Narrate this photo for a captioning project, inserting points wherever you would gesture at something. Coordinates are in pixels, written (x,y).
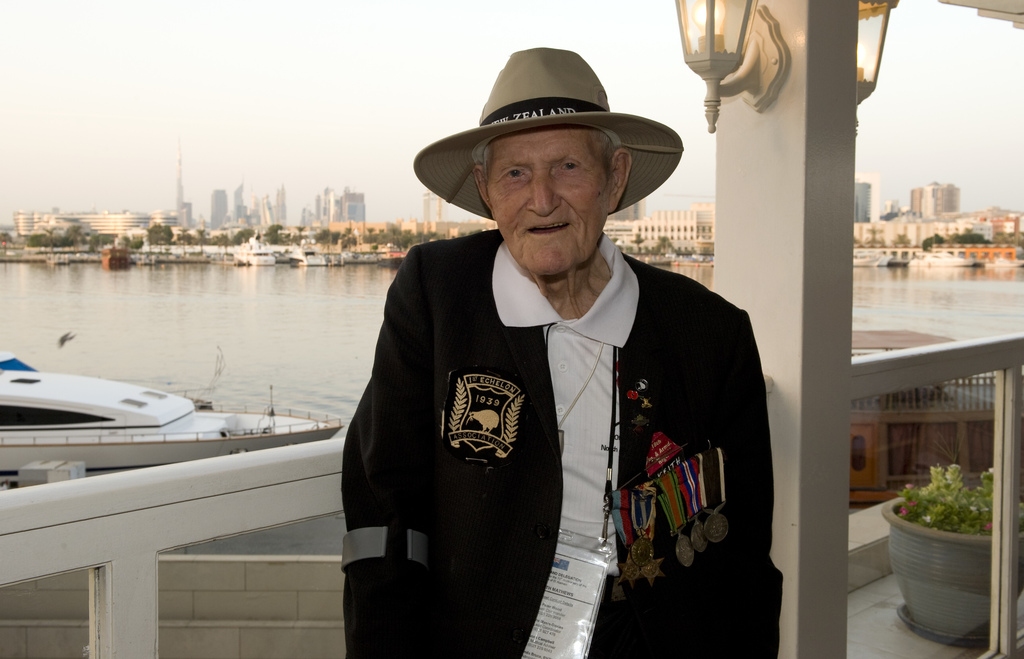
In the picture I can see a man (550,356) is wearing a hat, an ID card (585,568) and some other objects (514,457). In the background (317,352) I can see boats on the water (331,348). In the background (284,239) I can see buildings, the sky (134,120), trees (330,242) and some other objects (910,516).
